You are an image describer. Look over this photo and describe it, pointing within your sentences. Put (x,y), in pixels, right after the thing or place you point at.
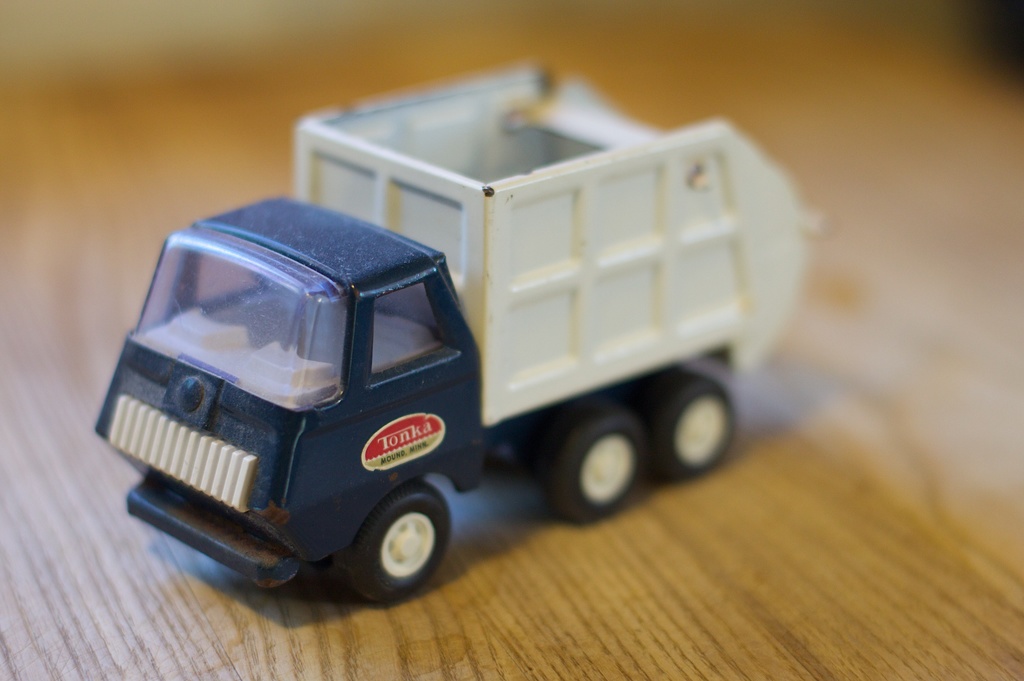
There is a toy vehicle (382,331) present on a wooden floor (768,405) as we can see in the middle of this image (553,245).
